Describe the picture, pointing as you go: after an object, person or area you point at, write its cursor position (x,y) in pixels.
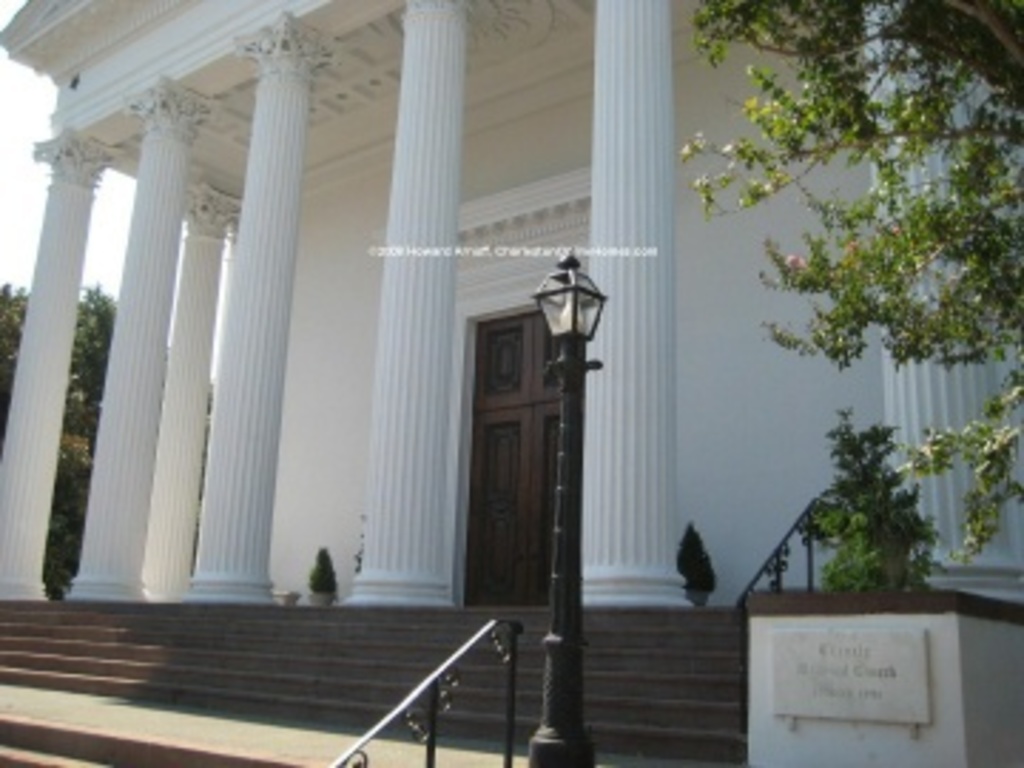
In this image we can see building (392,434), door (496,578), pillars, stairs (389,690), handrails (457,652), there is a light pole (565,358), there are plants (878,452), trees (7,332), also we can see the sky (30,250).
